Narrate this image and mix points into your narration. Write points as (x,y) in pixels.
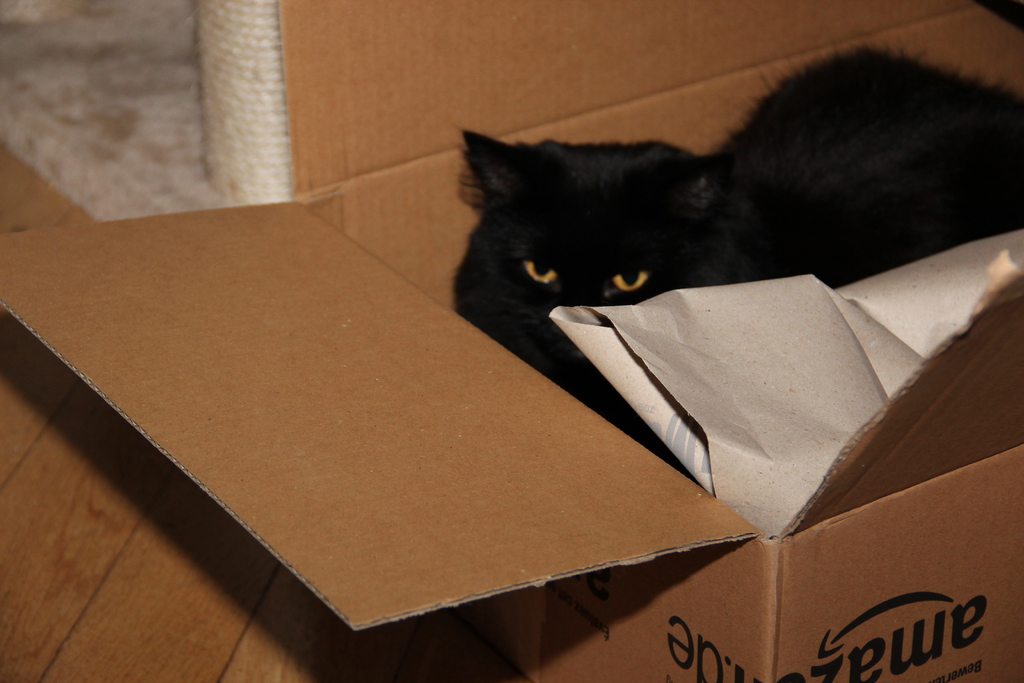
In this image I can see a black color cat (722,208) in the cardboard box (990,548). I can see a white color paper (733,396).
